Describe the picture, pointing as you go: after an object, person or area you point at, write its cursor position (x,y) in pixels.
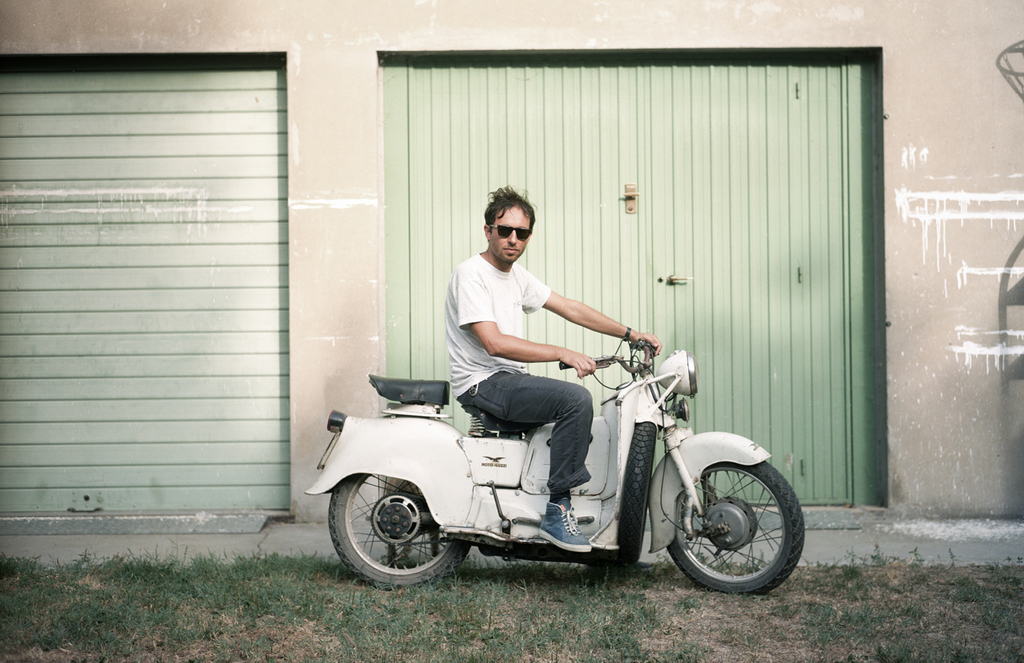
In this picture a man (550,379) is sitting on the bike (477,486) which is in the center (452,437). The bike (546,459) is in white colour. In the background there are two shutters (626,216) wall (929,218). In the front (303,603) there are grass (221,613) on the floor (385,626).
